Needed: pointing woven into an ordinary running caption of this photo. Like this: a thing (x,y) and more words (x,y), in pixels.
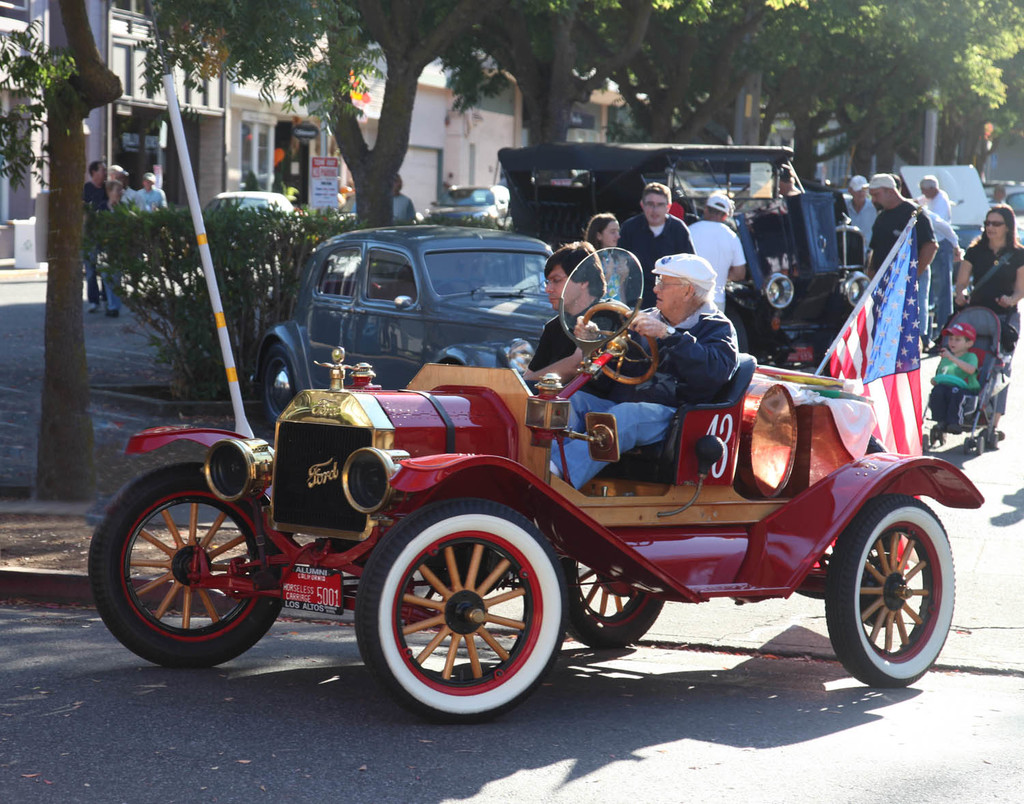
This image is taken outdoors. At the bottom of the image (251,730) there is a road (867,707). In the background (436,134) there are a few buildings (319,141). There is a board (316,192) with a text (326,174) on it. There are a few trees (965,79) and plants (261,241). A few cars (586,184) are moving on the road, a few people (100,203) are standing on the road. In the middle of the image (467,286) many vehicles (860,247) are parked on the road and many people (664,239) standing on the road (980,463). Two men (589,334) are sitting in a vintage car (670,424) and moving on the road (1003,529). There is a flag (894,297). On the right side of the image (987,247) a woman (999,257) is walking on the road (993,455) and she is holding a baby carrier (984,371) with a baby (941,415) in it.
